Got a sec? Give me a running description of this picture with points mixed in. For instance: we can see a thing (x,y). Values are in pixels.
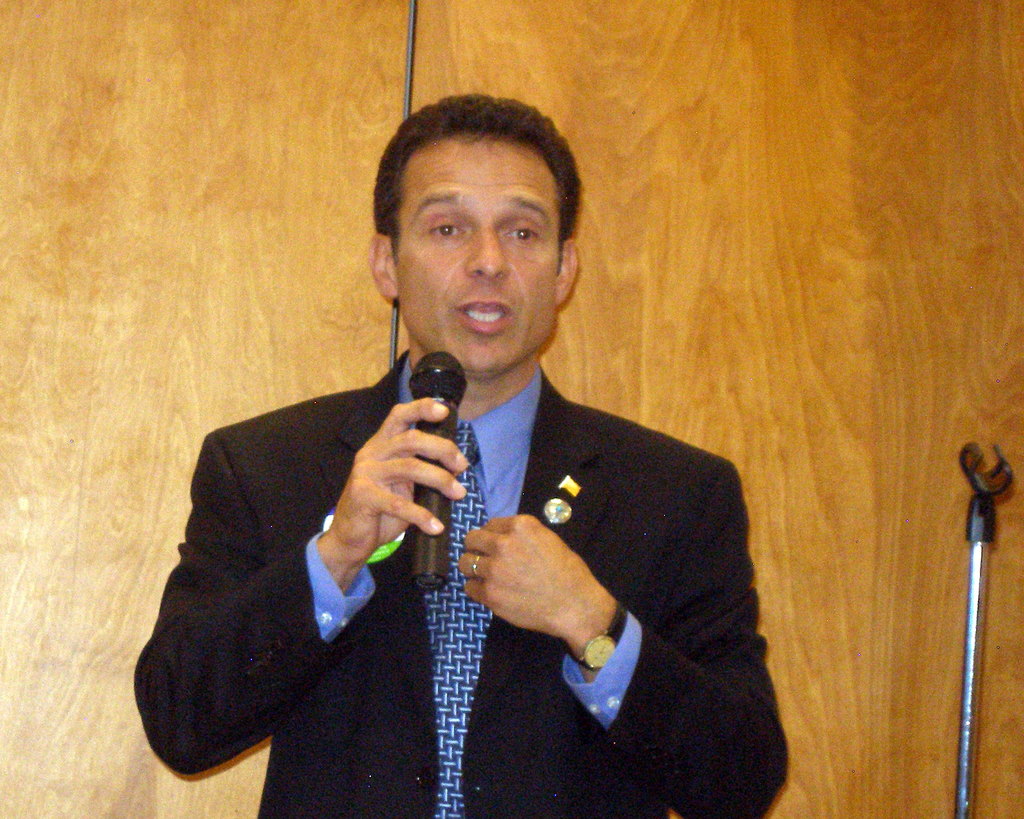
This picture is mainly highlighted with a man (635,584) standing and giving a speech. This is the mike (447,436). On the right side of the picture (980,559) we can see a stand (975,610) of the mike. On the background (868,115) we can see a cardboard (587,78) in light brown colour. This man (612,621) wore a watch (604,648) and black colour blazer (687,546) and a tie (457,665).
